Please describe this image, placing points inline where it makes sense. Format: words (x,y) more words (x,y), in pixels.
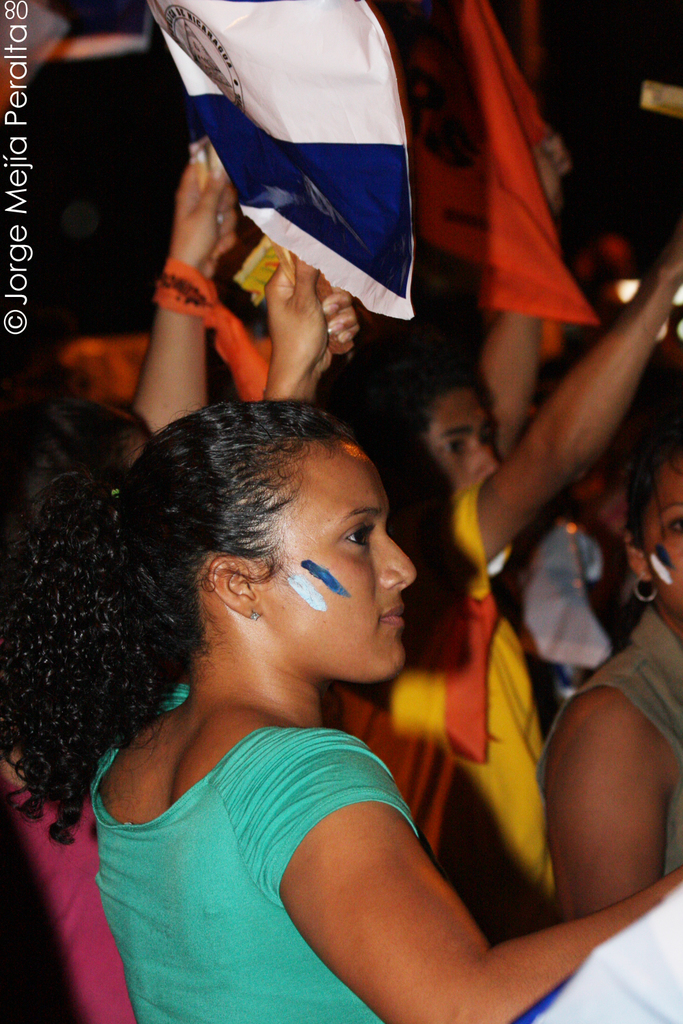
In this picture we can see the women (218,852) wearing green t-shirt (255,849) standing in the protest and holding the white cover (256,65) in the hand (318,345). Behind we can see many girls (156,400) are standing.
